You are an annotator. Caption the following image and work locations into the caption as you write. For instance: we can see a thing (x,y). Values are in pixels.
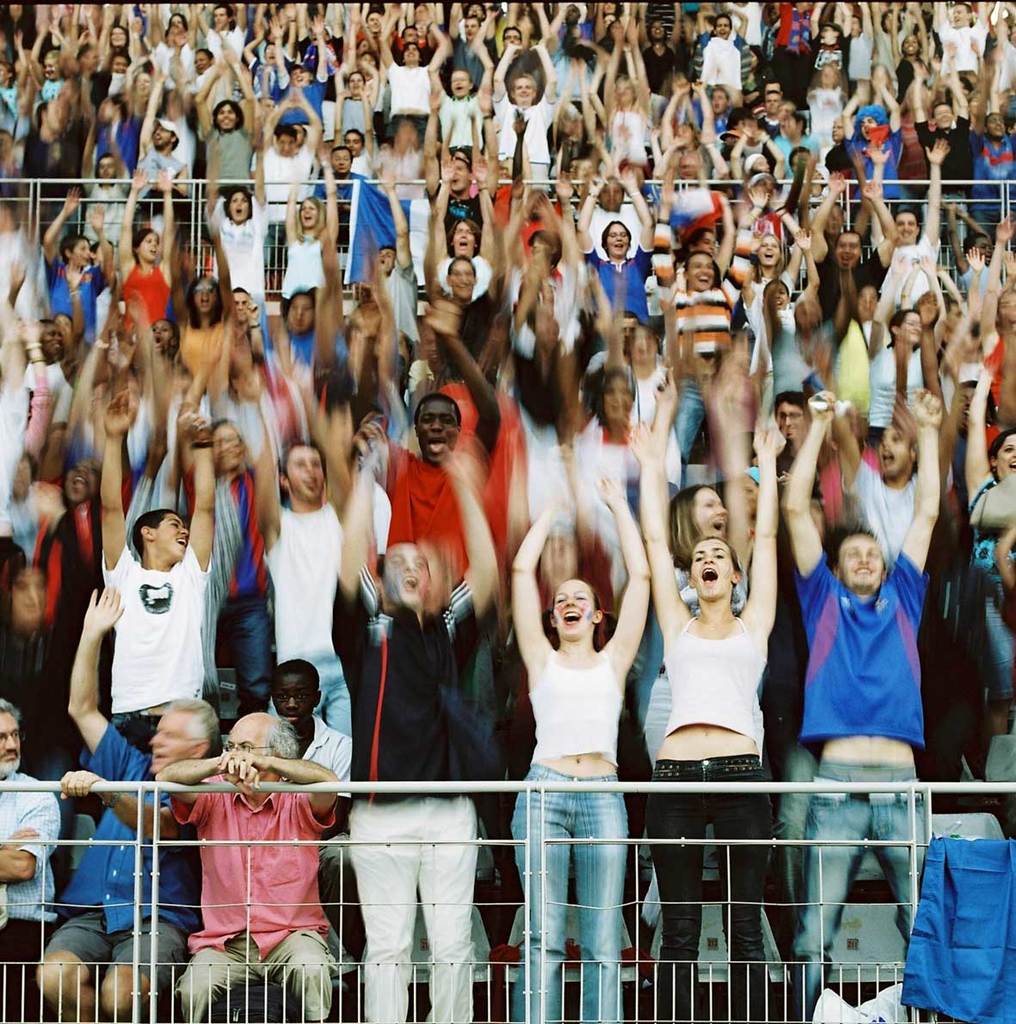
In this picture we can see some people (408,263) are standing on the path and some people (188,827) are sitting on chairs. In between the people (448,285) there are iron grills (192,220) and a banner (367,220).
